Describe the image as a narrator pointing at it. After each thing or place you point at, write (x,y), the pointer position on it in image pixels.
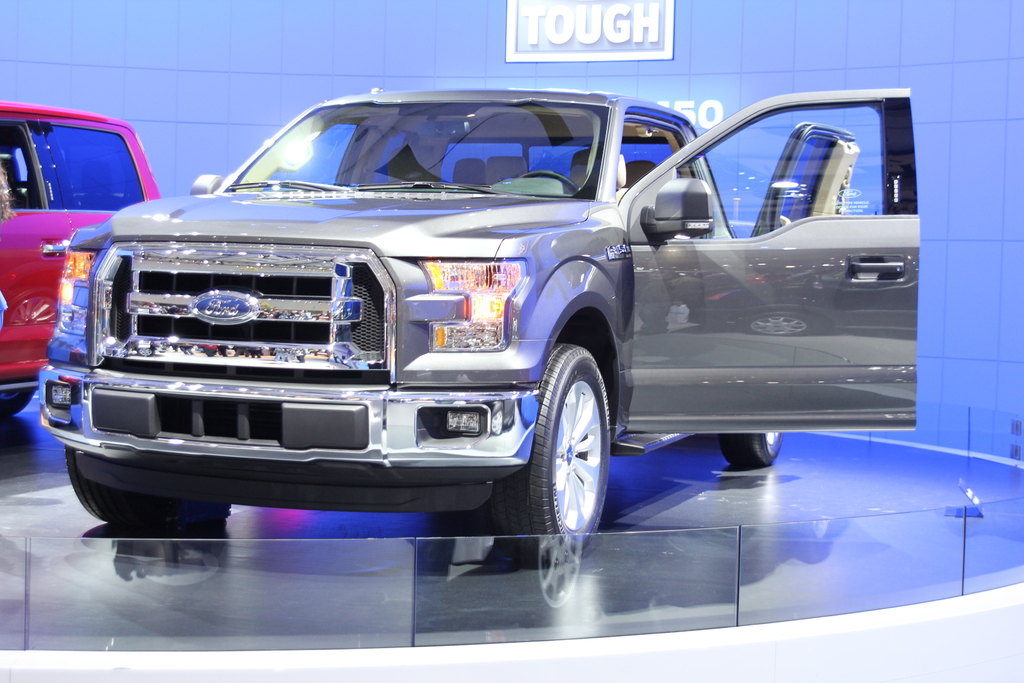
In this image there are two vehicles (201,284) in the middle of this image, and there is a wall (562,78) in the background (693,90). There is a text logo (589,38) on the top of this image (603,27).
